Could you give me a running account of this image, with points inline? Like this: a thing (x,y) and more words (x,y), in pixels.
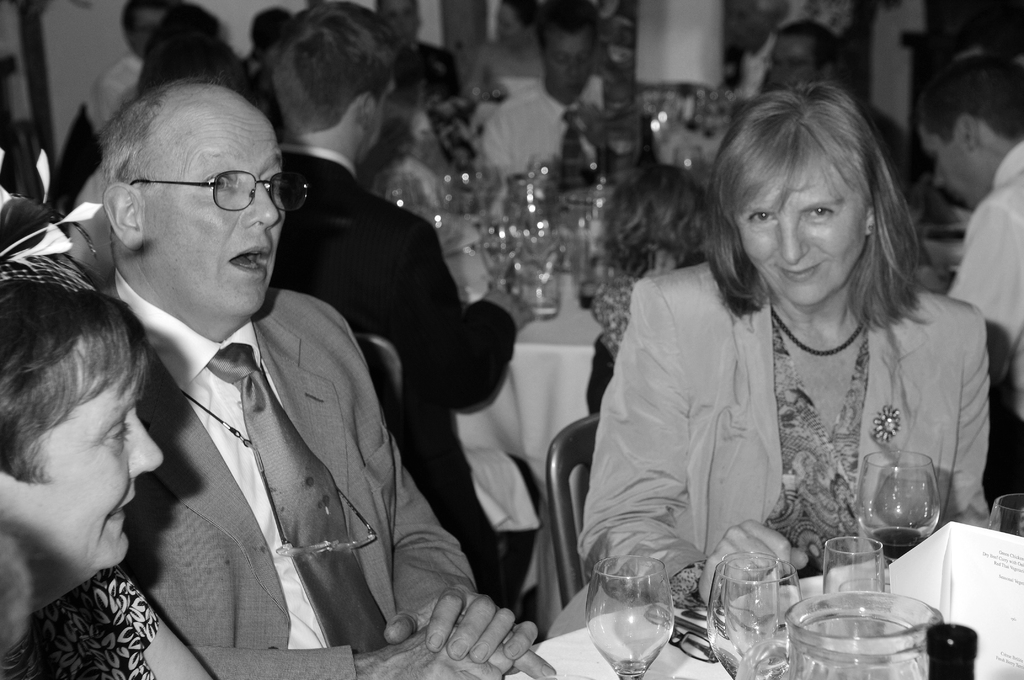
This is a black and white image. There are a few people (475,494) sitting on chairs (391,385). We can see some tables (497,415) covered with a cloth (539,425) and some objects (540,291) like glasses (752,603) are placed on it. We can also see the wall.
